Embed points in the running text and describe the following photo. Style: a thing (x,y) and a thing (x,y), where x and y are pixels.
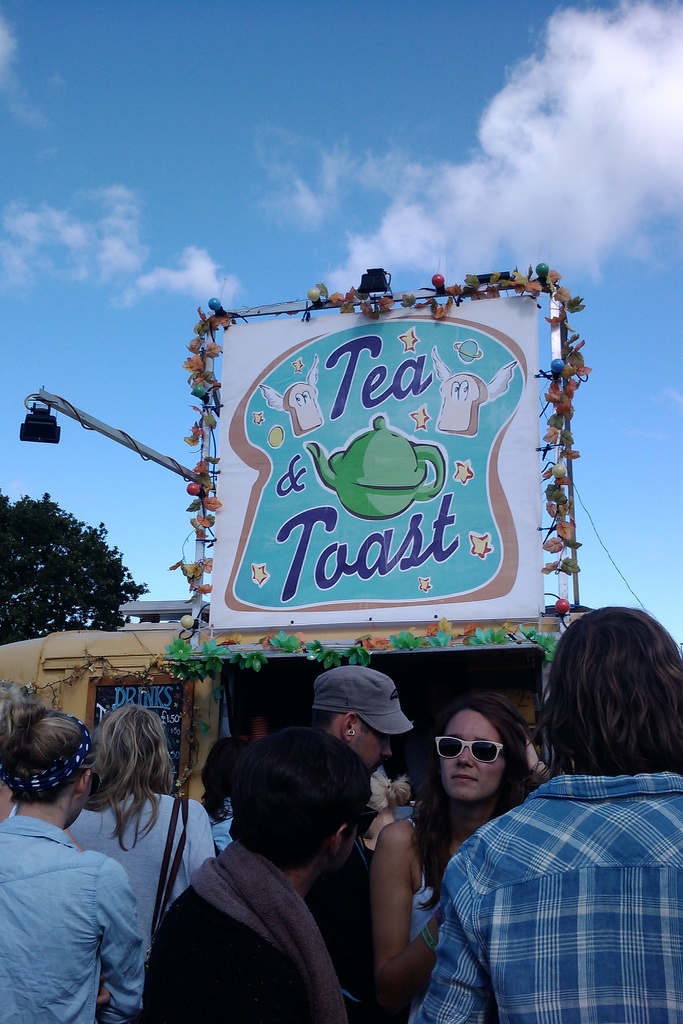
In this picture I can see few people (273,861) at the bottom (254,870), in the middle (244,563) there is a board (444,534). On the left side (86,570) there is a tree (97,540), at the top (314,151) I can see the sky (248,113).
